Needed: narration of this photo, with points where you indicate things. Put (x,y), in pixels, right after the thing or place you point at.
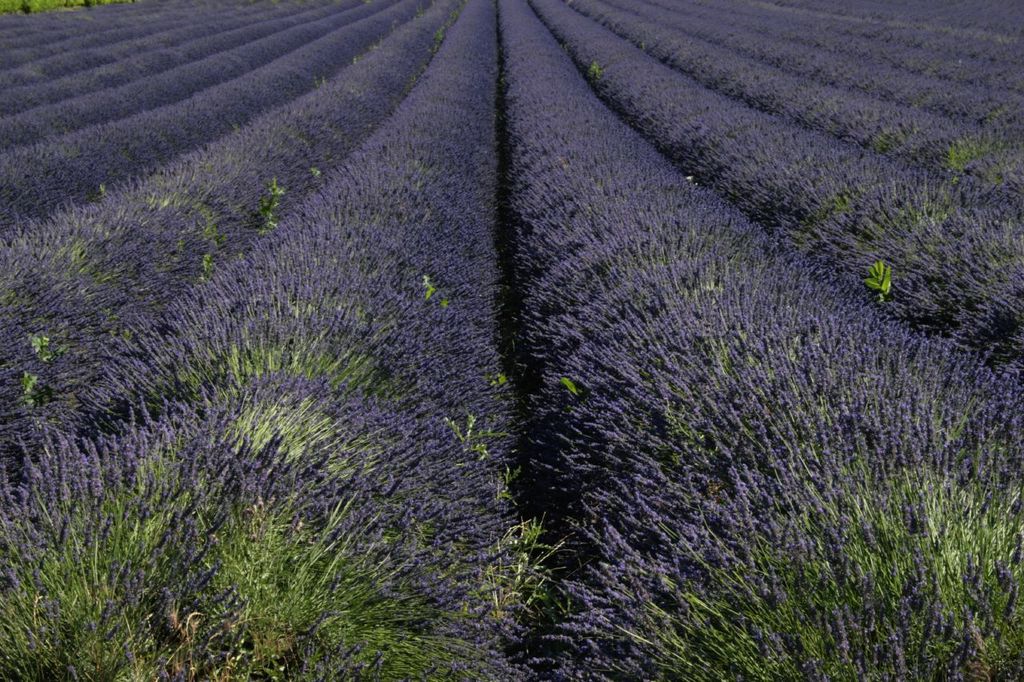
In the foreground of this image (337,543), there are lavender colored plants (486,133).
